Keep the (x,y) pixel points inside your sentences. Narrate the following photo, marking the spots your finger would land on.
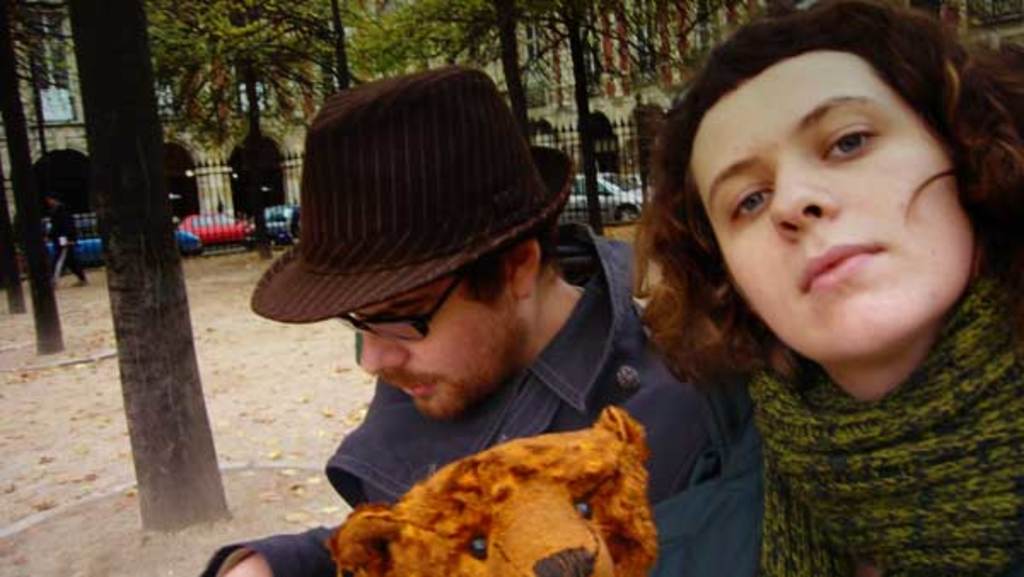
This picture describes about group of people (460,271), in the middle of the image (488,305) we can see a man (503,306), he wore spectacles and a cap (403,243), and he is holding a toy (483,486), in the background (130,29) we can see few trees (275,102), vehicles (179,241) and buildings (600,87).
